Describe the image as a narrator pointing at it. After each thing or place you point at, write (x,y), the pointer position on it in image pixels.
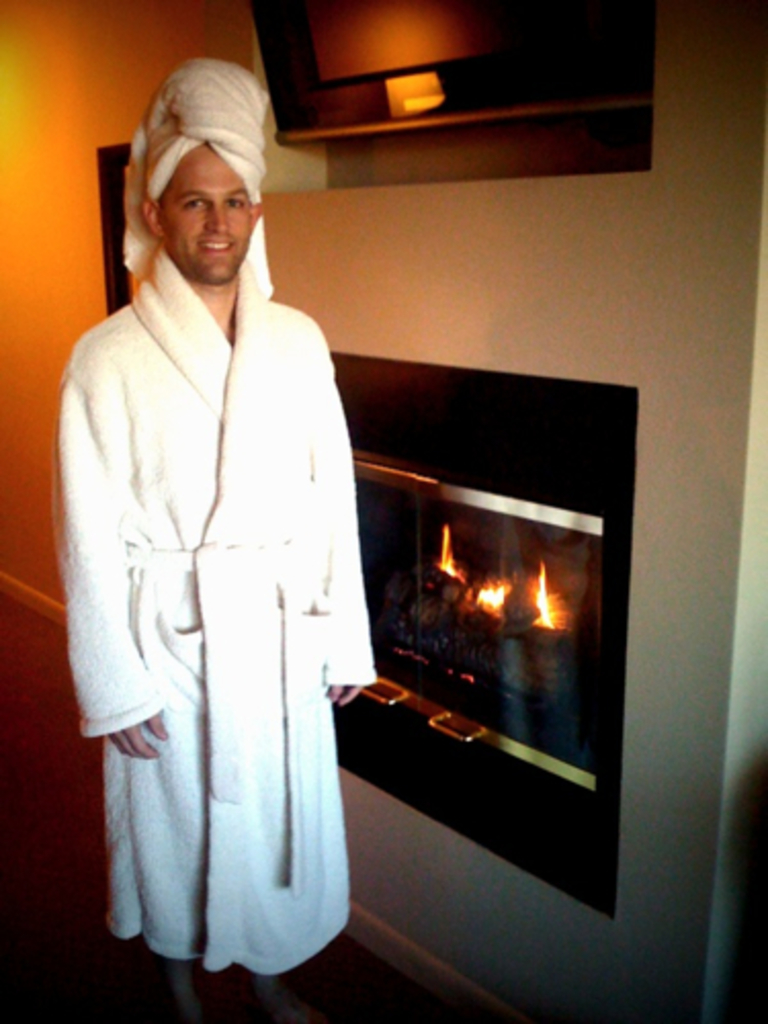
In this image, we can see a man (174,288) smiling and he is wearing towel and in the background (560,590), there is a fireplace (537,668).
